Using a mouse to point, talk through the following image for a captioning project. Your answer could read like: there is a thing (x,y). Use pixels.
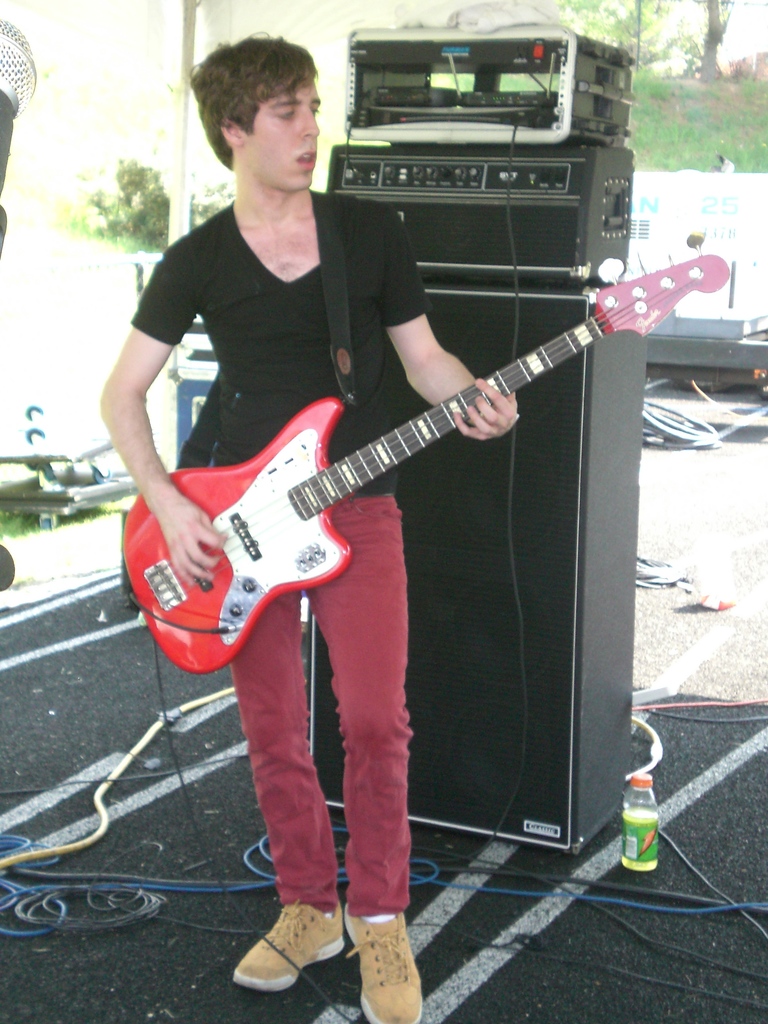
In this image I see a man (321,880) who is holding a guitar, In the background (622,743) I see wires (90,904), a bottle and a equipment (358,66).
